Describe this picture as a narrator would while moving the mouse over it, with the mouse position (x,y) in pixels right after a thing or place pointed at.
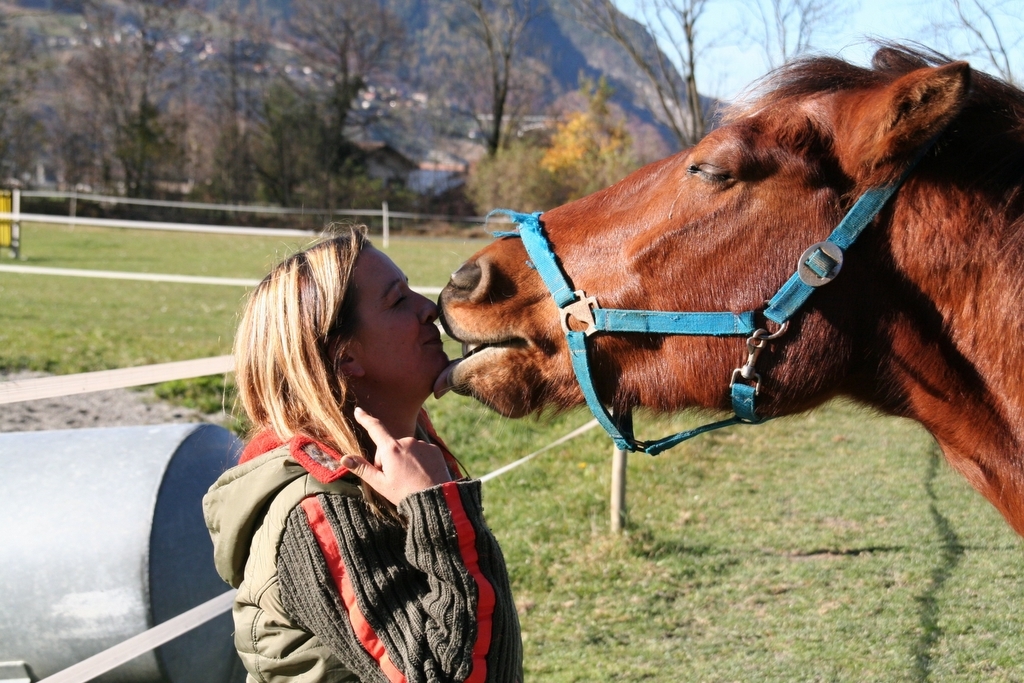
In this picture we can see a woman (419,354) standing in front of horse (891,200). This is grass (732,571). On the background (520,174) we can see some trees (633,54) and this is mountain (596,63). And there is a sky (710,51).
